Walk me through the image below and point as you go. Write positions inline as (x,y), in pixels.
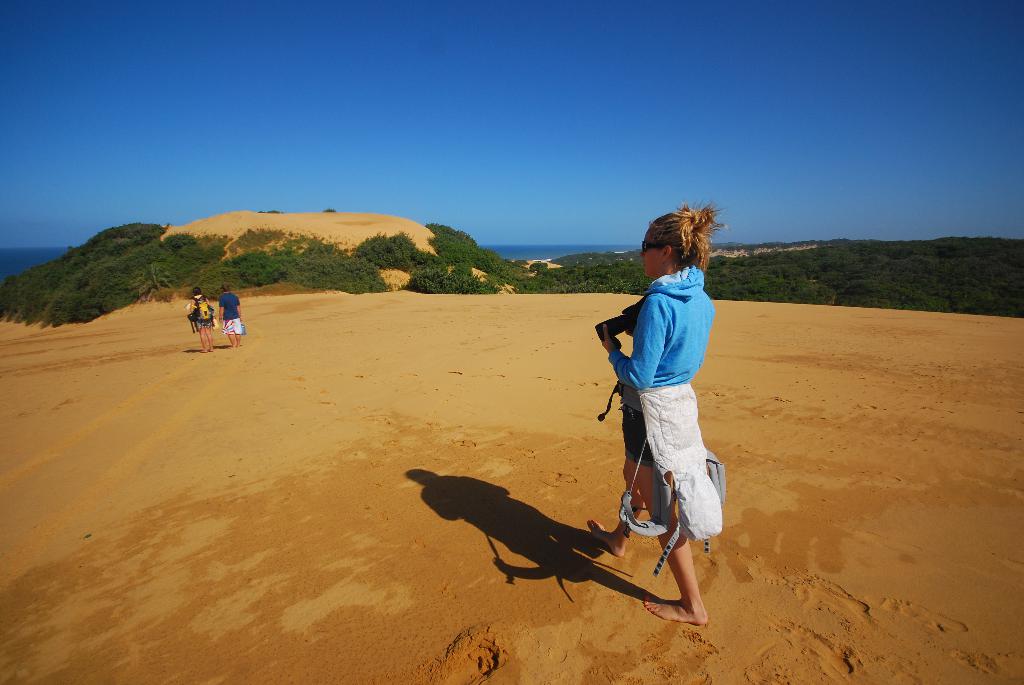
In this image, we can see people (646,318) and some are wearing bags (651,422) and holding objects (242,334) in their hands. In the background (878,266), there are trees (836,249) and hills (862,249) and at the bottom (443,482), we can see some shadows (470,491) on the sand (436,521). At the top (408,110), there is sky (486,111).
